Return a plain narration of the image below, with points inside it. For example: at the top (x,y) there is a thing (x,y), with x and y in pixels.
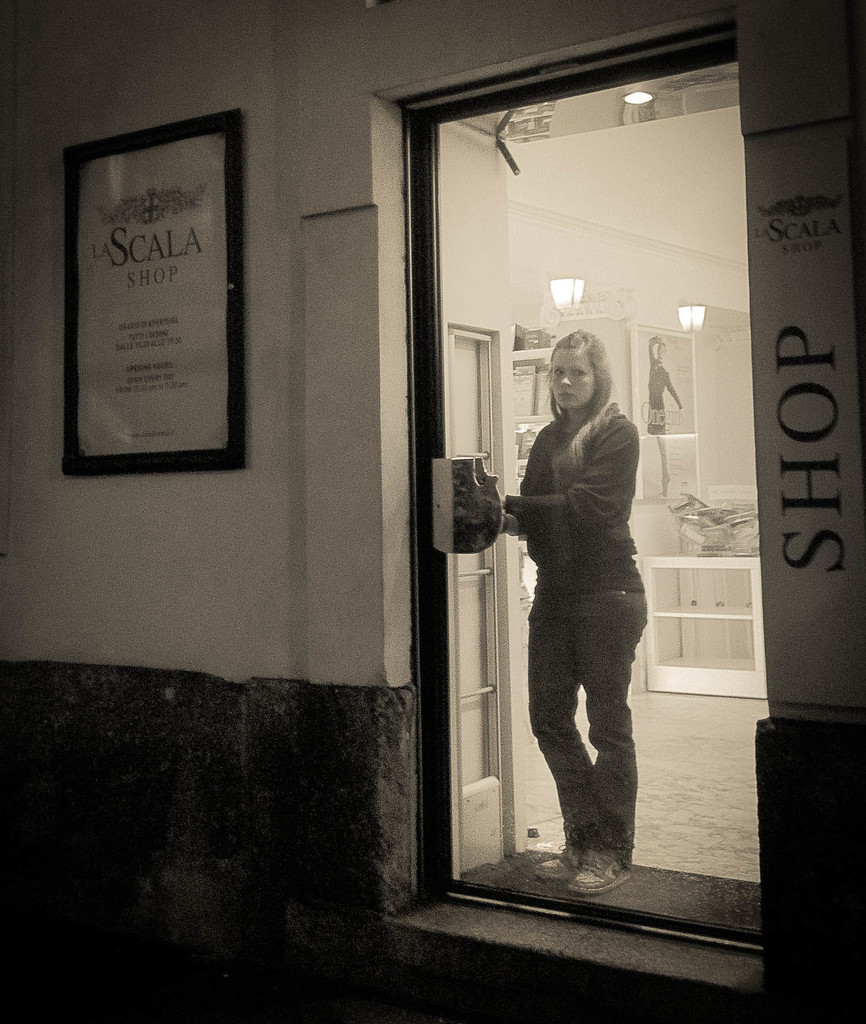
In this image, there is a person (553,453) wearing clothes (578,510) and standing in front of the door (503,599). There is a frame (170,461) on the wall (101,548).
